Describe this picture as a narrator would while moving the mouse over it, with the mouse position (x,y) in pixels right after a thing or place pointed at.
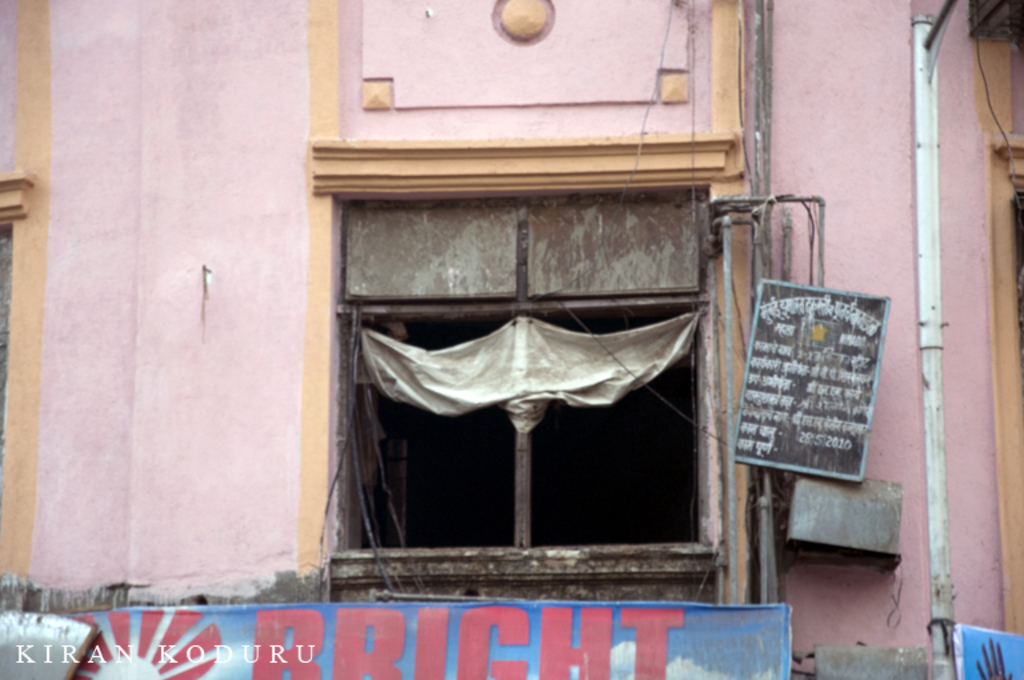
In this image, at the middle (582,251) we can see a window (364,543), there is a poster (233,657) on that poster (765,647) BRIGHT is printed, we can see a wall (140,387).
